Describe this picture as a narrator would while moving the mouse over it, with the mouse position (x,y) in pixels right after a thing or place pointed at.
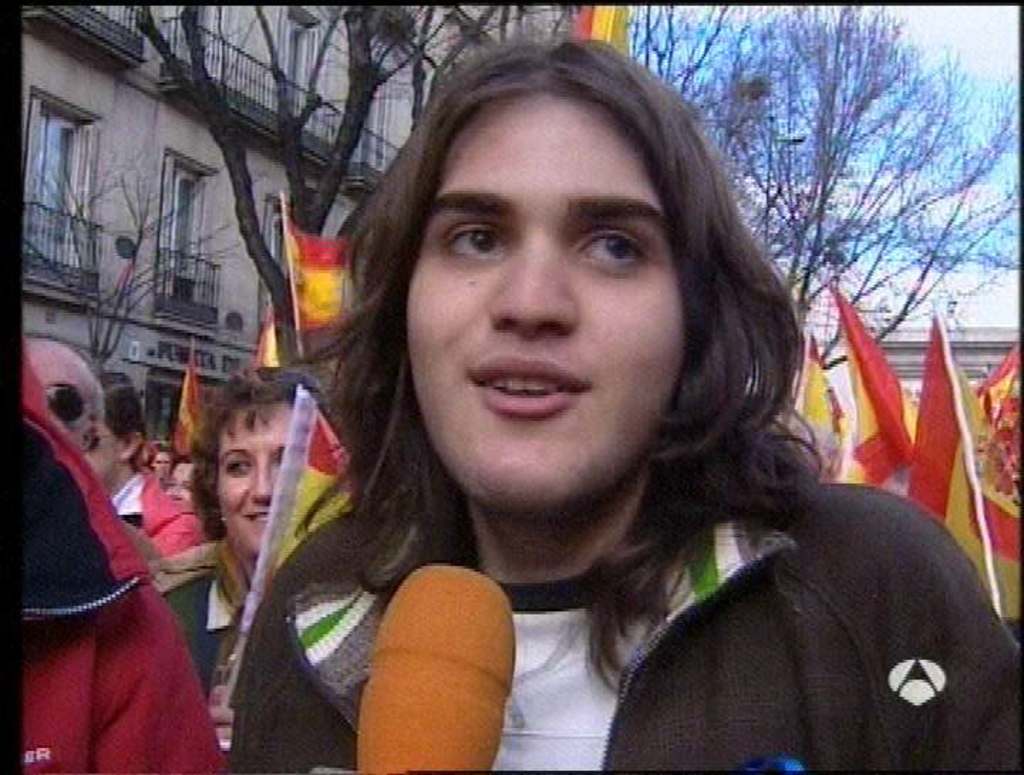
In this image we can see some group of persons (213,493) standing and holding some flags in their hands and in the foreground of the image (576,660) there is a person (783,652) standing behind the microphone (432,645) and in the background of the image (278,162) there are some trees (239,153) and buildings (136,224).
